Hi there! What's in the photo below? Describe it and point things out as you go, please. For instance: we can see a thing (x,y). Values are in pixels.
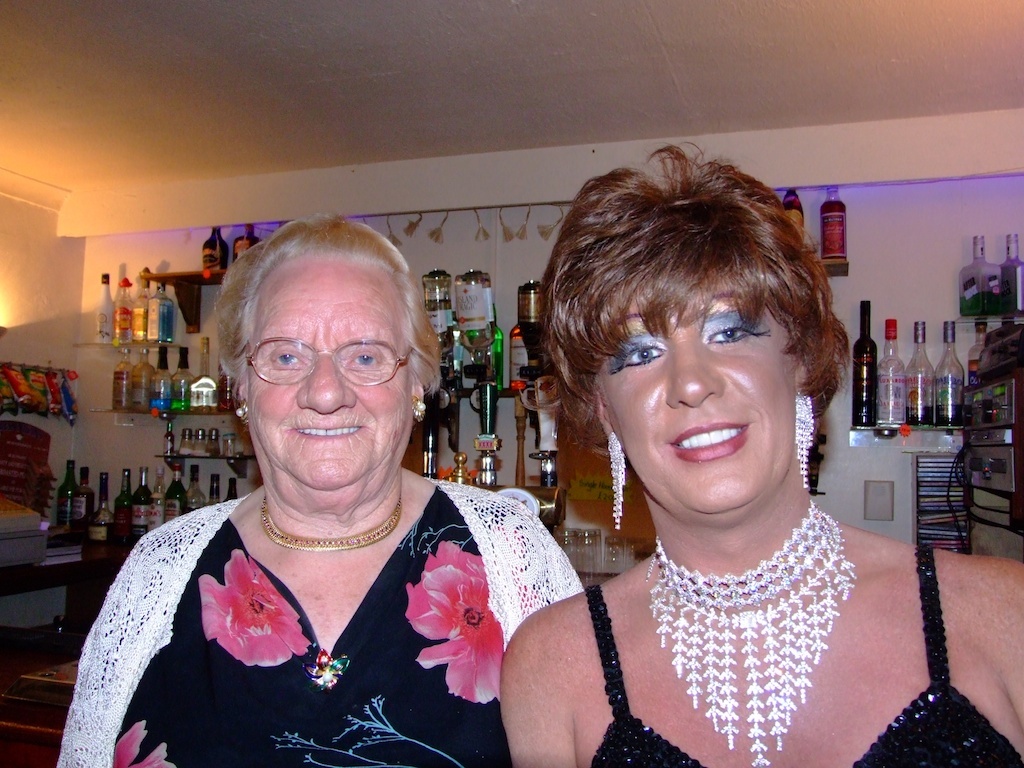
Two persons (354,511) are there. On the background (979,239) we can see wall (888,251), bottles (125,308), light (7,315).
